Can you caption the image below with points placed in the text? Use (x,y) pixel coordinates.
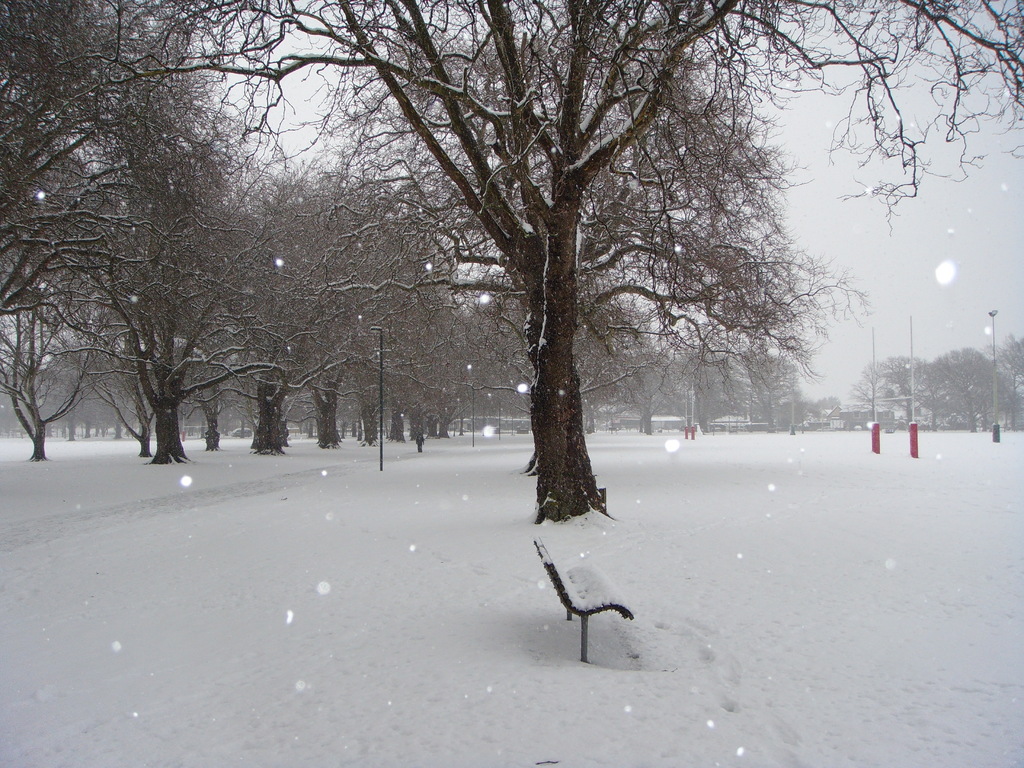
In the picture we can see a snow surface (660,525) with a bench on it and beside it, we can see a row of trees (509,380) and in the background (948,381) also we can see many trees (948,381) and sky (784,202).
